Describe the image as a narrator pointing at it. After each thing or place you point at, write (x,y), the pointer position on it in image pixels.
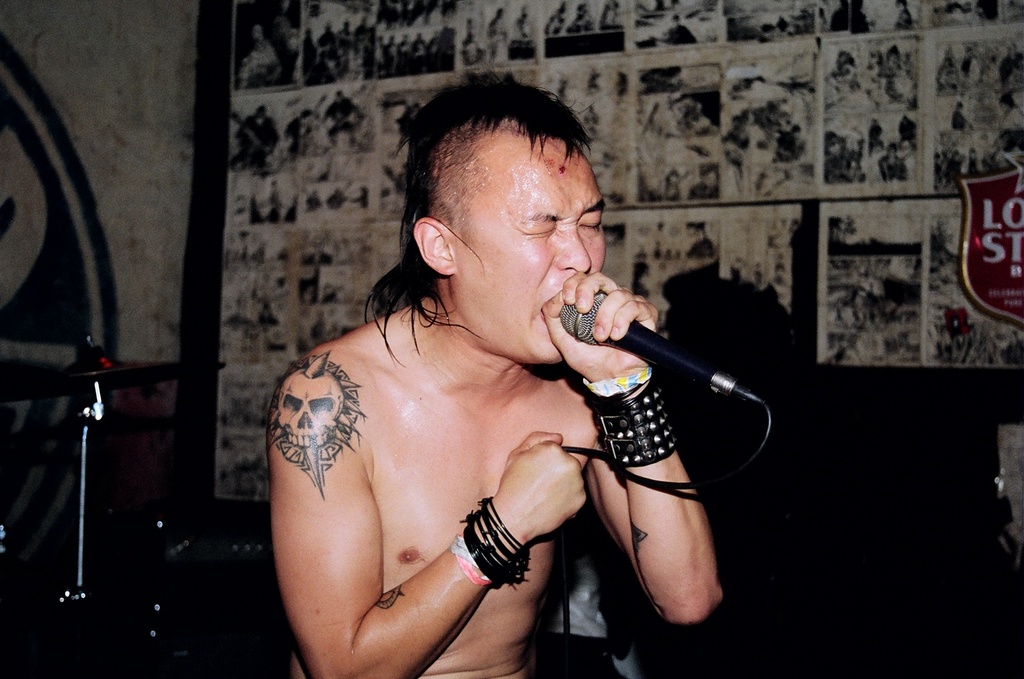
In the image we can see a man (384,362) wearing a bracelet (645,405) and he is holding a microphone (625,348) in one hand (585,347) and on the other hand (526,474) there is a cable wire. Here we can see the text (988,242), musical instruments (102,519) and the background (664,76) is slightly blurred.
